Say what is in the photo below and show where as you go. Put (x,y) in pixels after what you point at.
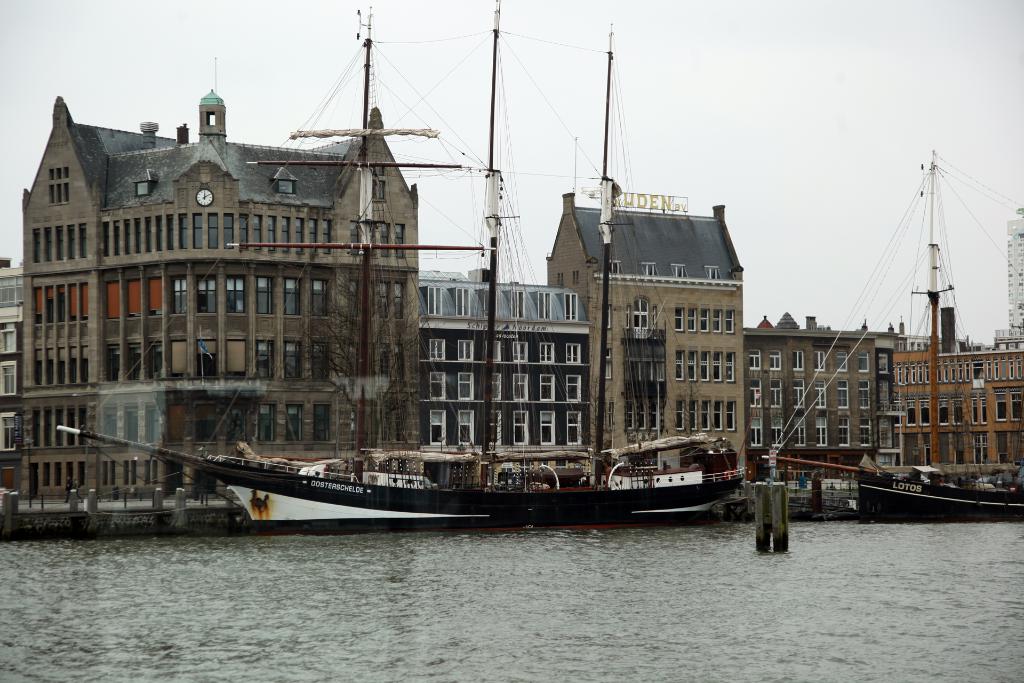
In this image we can see the buildings (530,427). In front of the buildings (874,351) we can see few boats (453,474) and a quay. At the top (760,54) we can see the sky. At the bottom (533,651) we can see the water (682,651).
